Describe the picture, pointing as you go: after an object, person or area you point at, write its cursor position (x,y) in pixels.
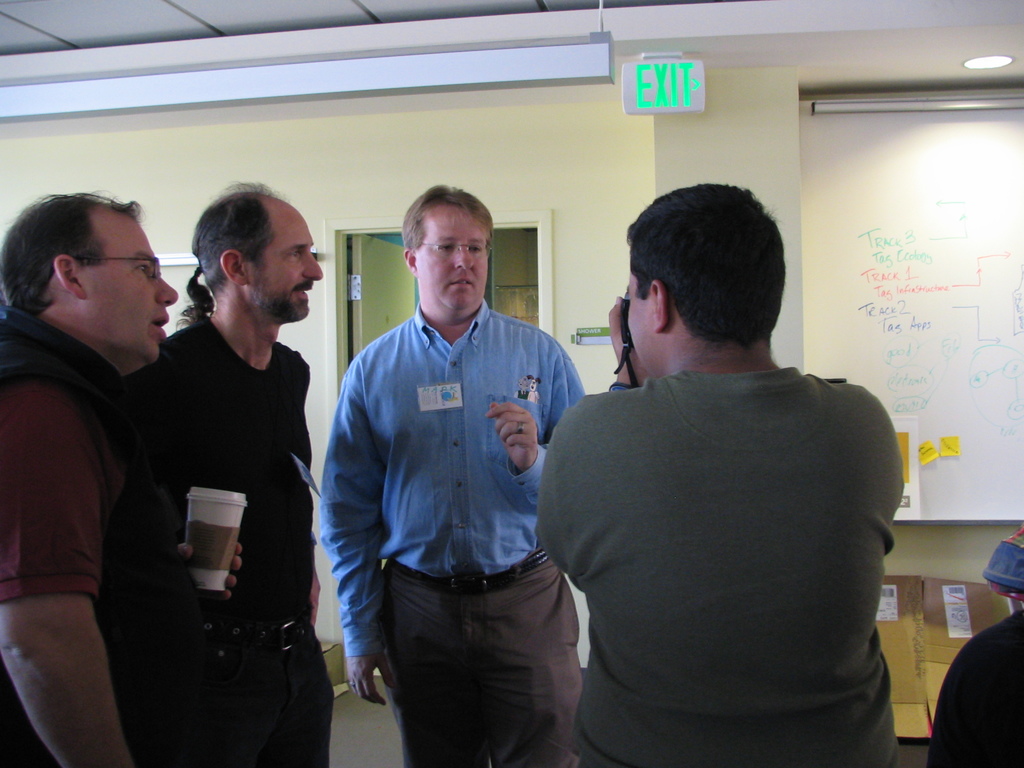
This picture shows the inner view of a building (339,134). There is one wooden door (374,301), some objects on the surface (359,741), one exit board (636,79), one light (599,57) attached to the ceiling (571,19), one small pole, one light (980,62) attached to the wall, one board (939,443) hanged to the wall (956,554) with some papers (914,473), four people (83,464) are standing, one person (167,539) holding cup (204,496) and another person (637,319) taking the photo.
